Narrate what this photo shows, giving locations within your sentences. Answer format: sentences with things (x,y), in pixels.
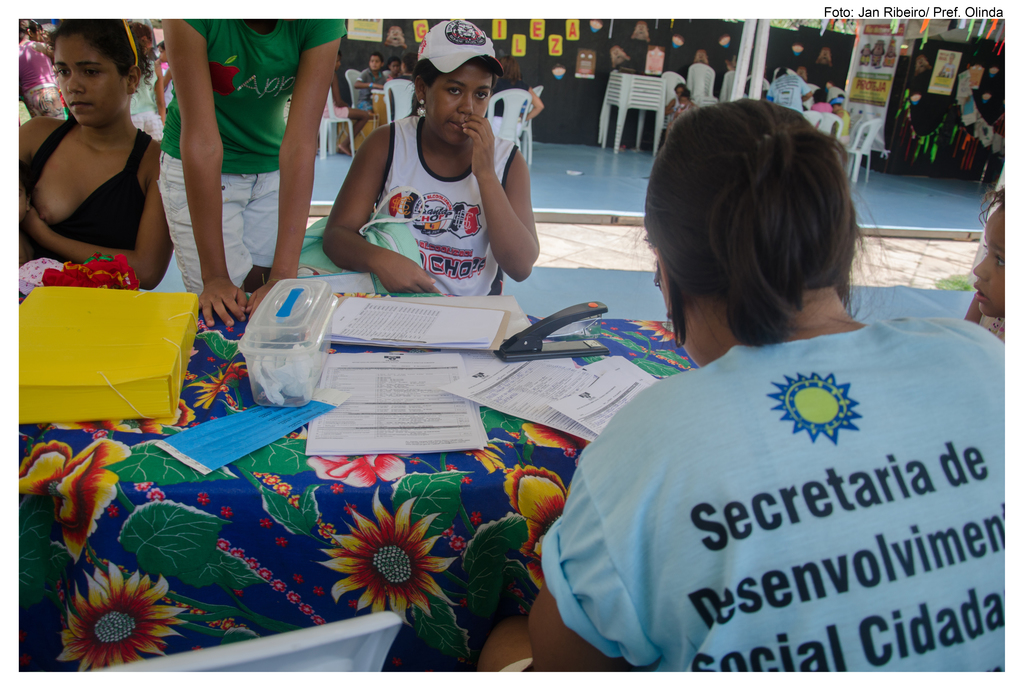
There are many people (814,584) in this picture. On the left (76,205) a woman (89,203) is feeding her baby (25,180). On the right (848,454) a woman (814,497) is sitting on the chair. On the table (225,362) we can see box (268,357), few papers (545,385) and a stapler (555,346). Rest of the people (502,254) are sitting and standing. And also we can see hoardings (889,60), posters (948,87).
